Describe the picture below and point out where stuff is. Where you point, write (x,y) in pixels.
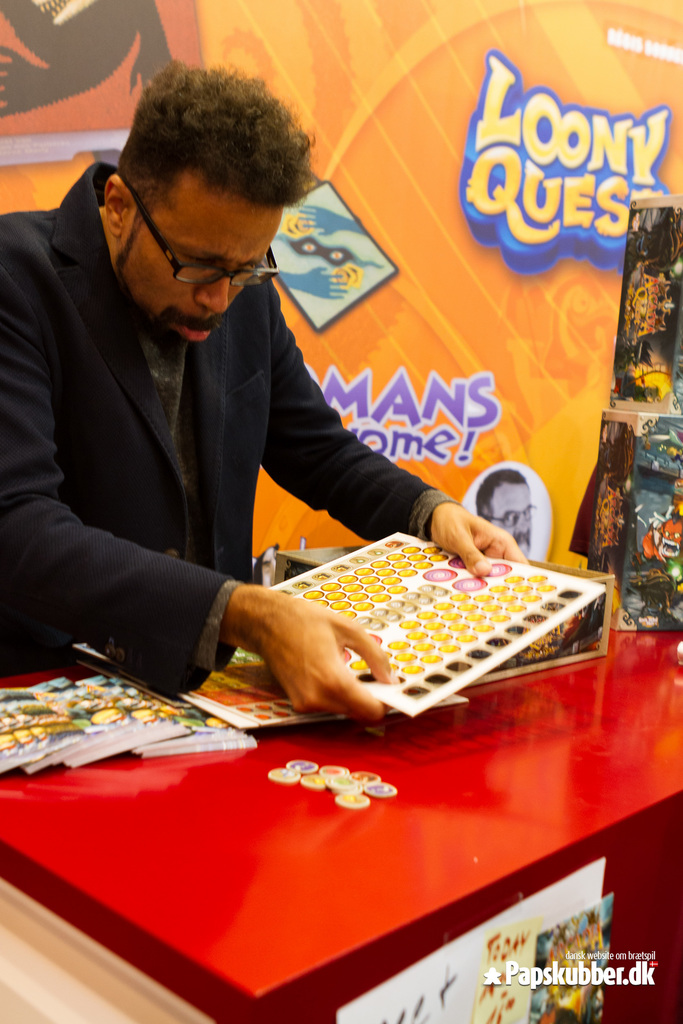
In this picture I can see there is a man (51,291) standing and wearing a blazer (281,476) and he is holding a object (346,624) and there is a banner (442,399) in the backdrop (439,376).
